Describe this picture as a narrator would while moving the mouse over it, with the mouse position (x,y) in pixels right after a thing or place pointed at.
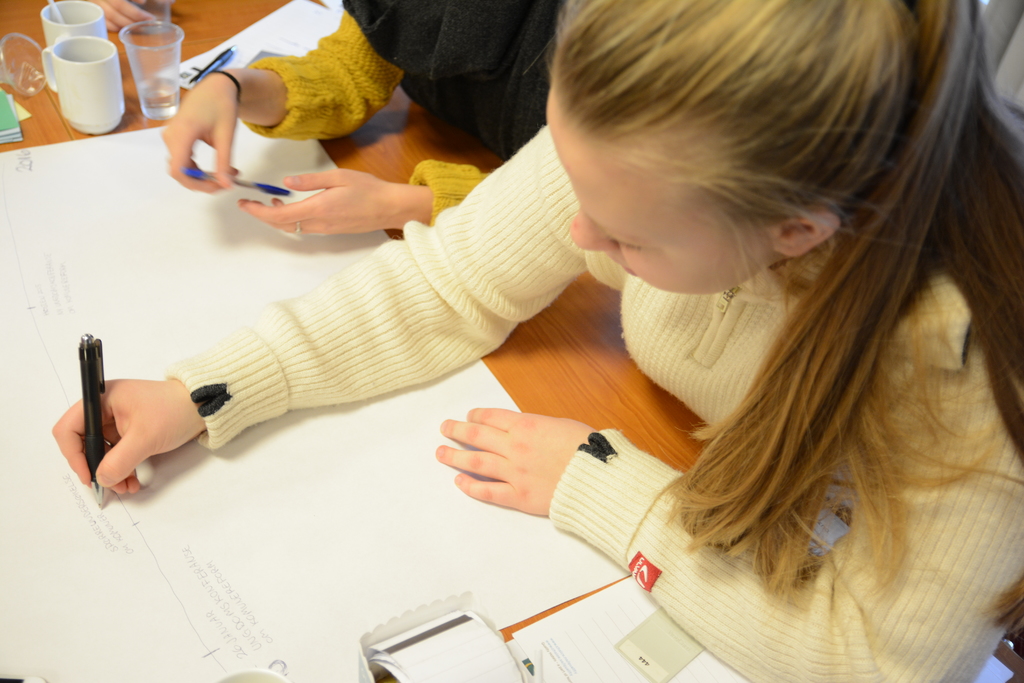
In the image there are two kids (450,182) sitting in front of the table (21,103) and writing something on a chart (364,525) placed on the table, around that chart (351,504) there are cups (63,93), glasses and some other items (416,645).
